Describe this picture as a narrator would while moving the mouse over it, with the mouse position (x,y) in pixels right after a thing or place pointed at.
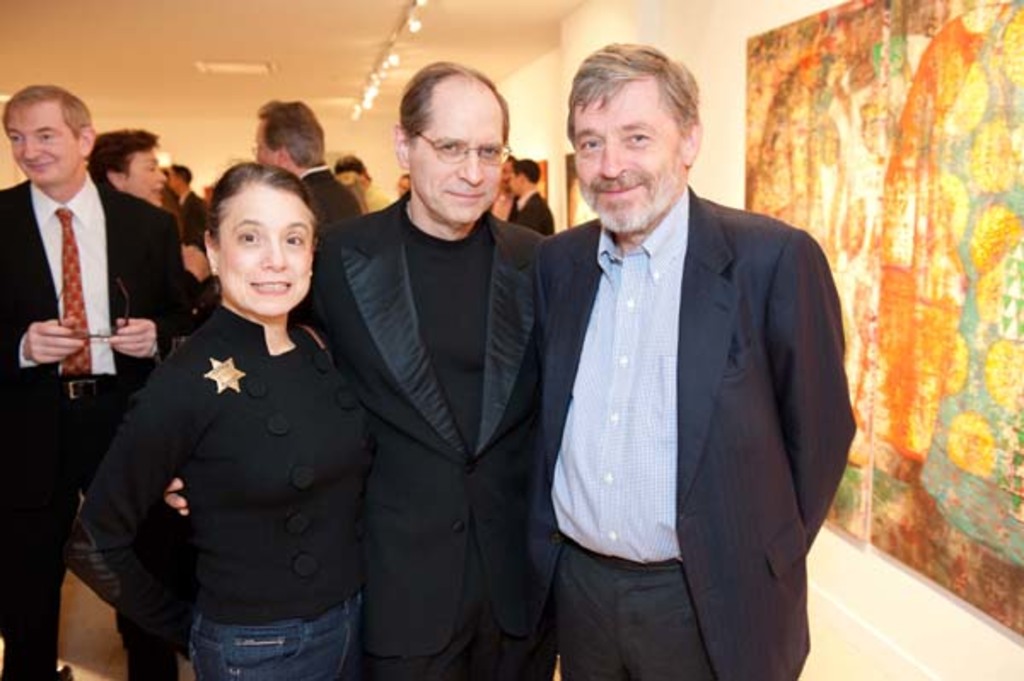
In the picture there are many people (205,205) gathered in a room (343,115) and in the front (481,360) three people (481,360) was standing and posing for the photo, on the right side (857,150) there is a poster (787,140) kept in front of a wall (675,23).
